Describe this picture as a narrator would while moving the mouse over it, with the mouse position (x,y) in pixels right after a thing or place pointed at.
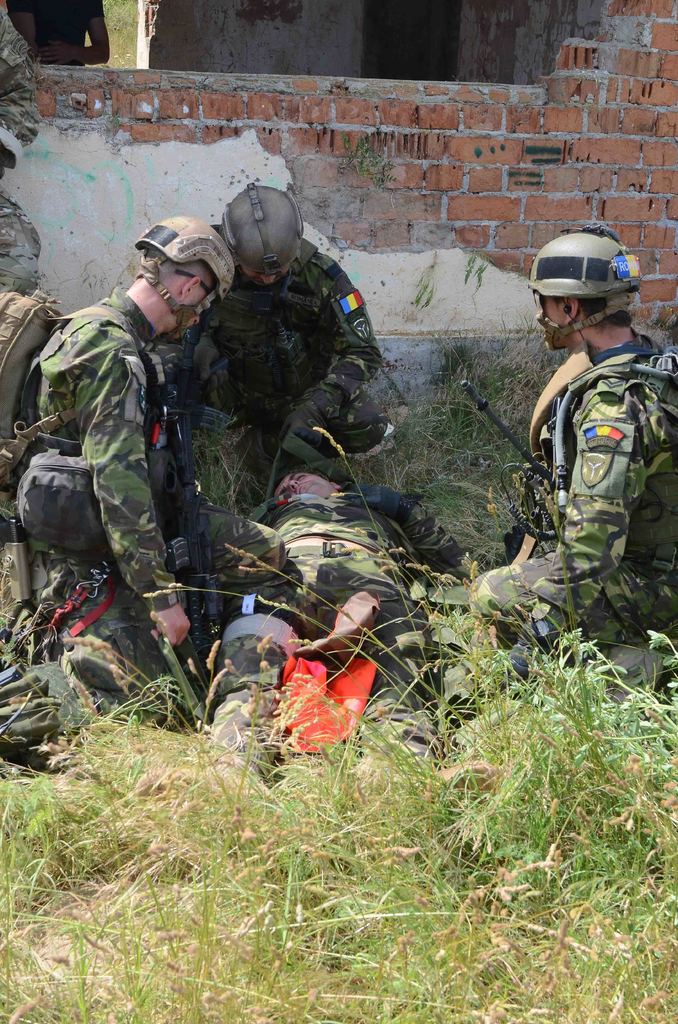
On the left side (83,402), there are two persons (228,260) in uniform (92,402). Beside them, there is a person (392,492) in uniform (388,490) lying on the ground (360,476), on which there is grass (508,844). On the right side (609,379), there is another person (617,249) in uniform (609,388), squatting on the ground (453,746). In the background (541,228), there is a person (52,11) in a building (554,17) which is having brick wall (443,108) and there's grass (120,25) on the ground (126,31).
